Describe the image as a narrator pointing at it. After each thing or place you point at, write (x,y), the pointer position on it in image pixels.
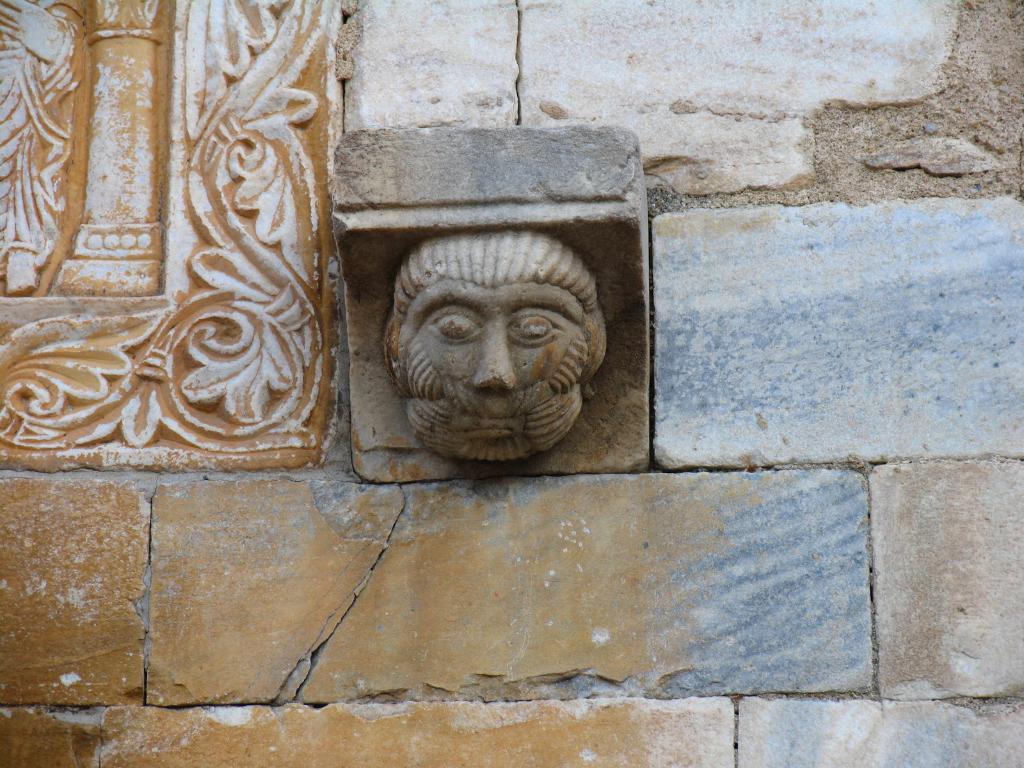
There is a brick wall (351,106) with a sculpture (579,356) on that.
